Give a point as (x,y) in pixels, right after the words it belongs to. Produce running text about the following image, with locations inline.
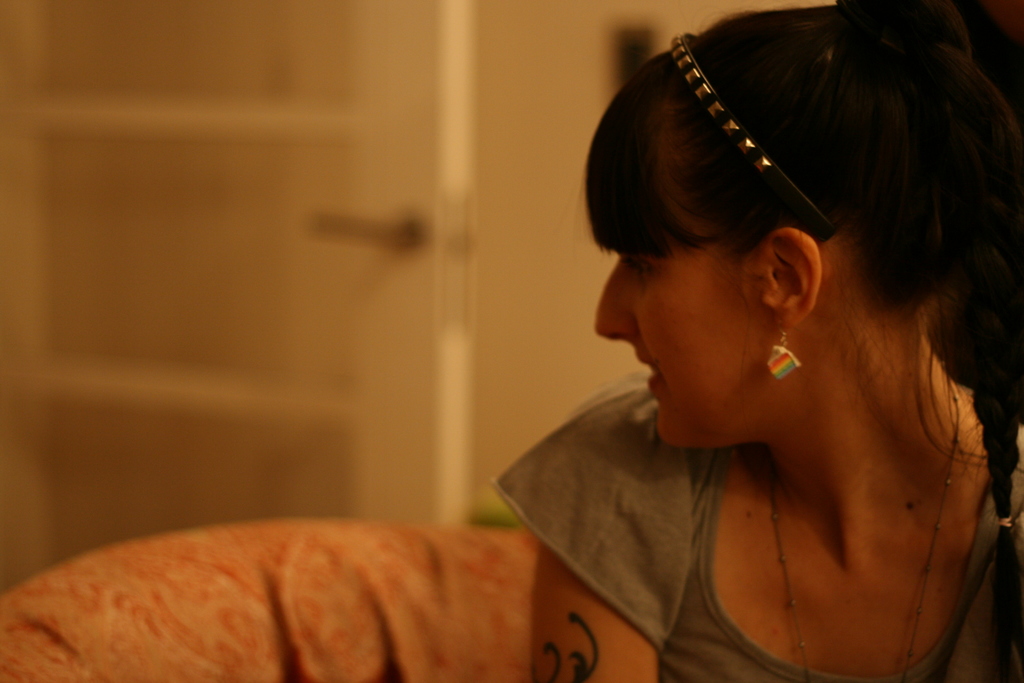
This picture is taken inside the room (333,347). In this image, on the right side (772,243), we can see a woman (891,338) sitting on the couch (502,538). On the left side (301,615), we can also see the red color cloth (245,590). In the background (417,212), we can see a door (356,193) and wall (531,230).
